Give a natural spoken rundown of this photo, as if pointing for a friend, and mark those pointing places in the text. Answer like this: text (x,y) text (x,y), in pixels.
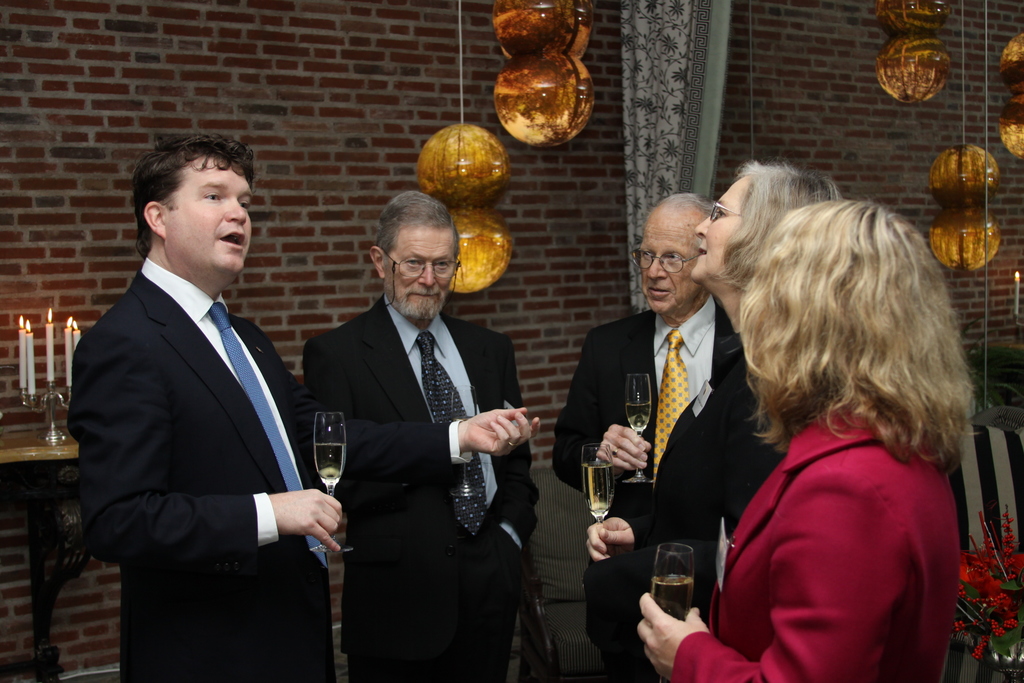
In this picture we can see a few people (579,419) holding glasses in their hands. We can see liquid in these glasses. There is a flower bouquet (1008,594) and other objects (995,660) visible on the right side (995,669). We can see a few candles (22,386) and stand (57,432) on a table (48,446) on the left side (51,384). There are a few decorative objects (469,261), cloth (656,33), brick wall (611,89) and a candle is visible in the background (436,177).
